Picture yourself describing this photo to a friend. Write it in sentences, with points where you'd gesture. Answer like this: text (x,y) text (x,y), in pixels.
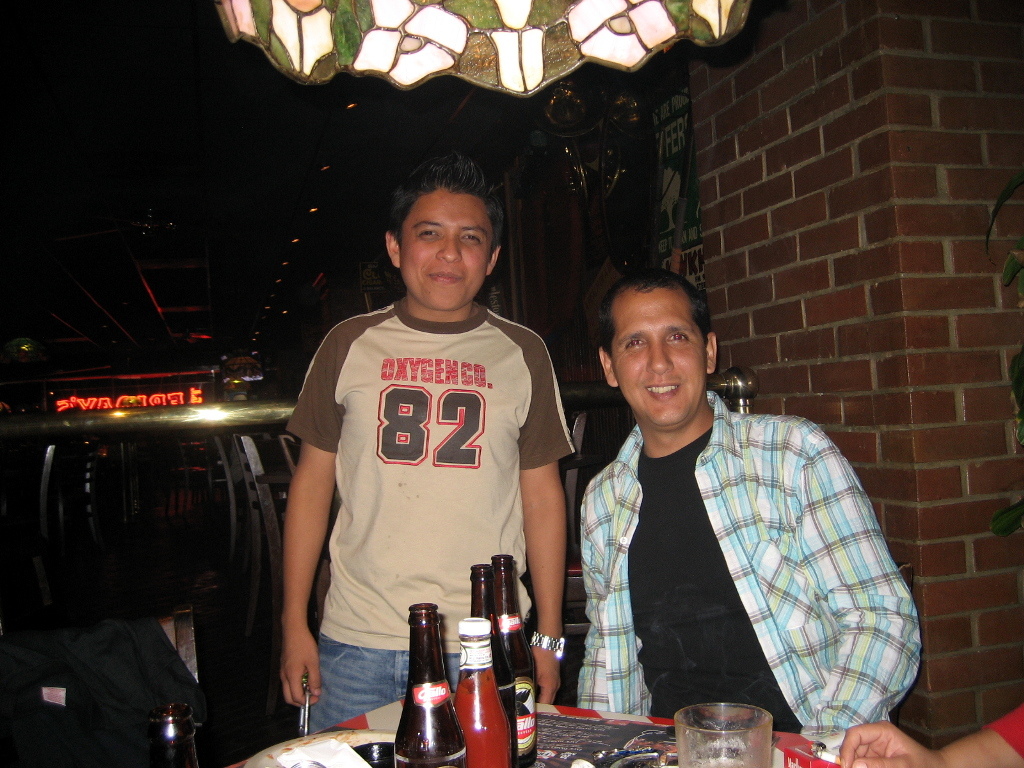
A man (481,491) is standing, he wore t-shirt (380,596) trouser (362,651). On the right side (778,570) a man (757,653) is sitting, he wore shirt (743,500), black color t-shirt (683,572). On the left side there are bottles (514,729) on this table (563,745).
